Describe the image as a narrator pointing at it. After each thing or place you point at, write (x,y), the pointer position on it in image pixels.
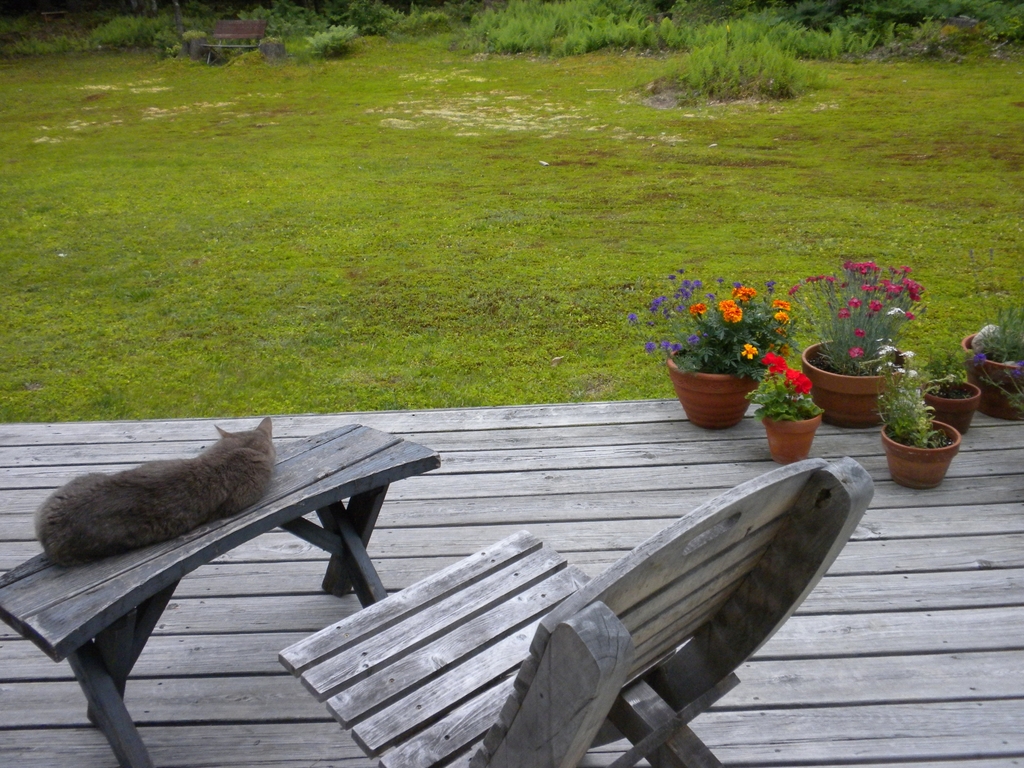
A patch of grass (225,204) with a garden look. There is bench (237,36) at a distance, few plants (348,31) beside it. Some flower pots (748,376) on wooden platform (607,448). A chair (405,612) and a small table (328,522). There is a cat (149,545) in brown fur (143,495) lying on the table (70,605).
